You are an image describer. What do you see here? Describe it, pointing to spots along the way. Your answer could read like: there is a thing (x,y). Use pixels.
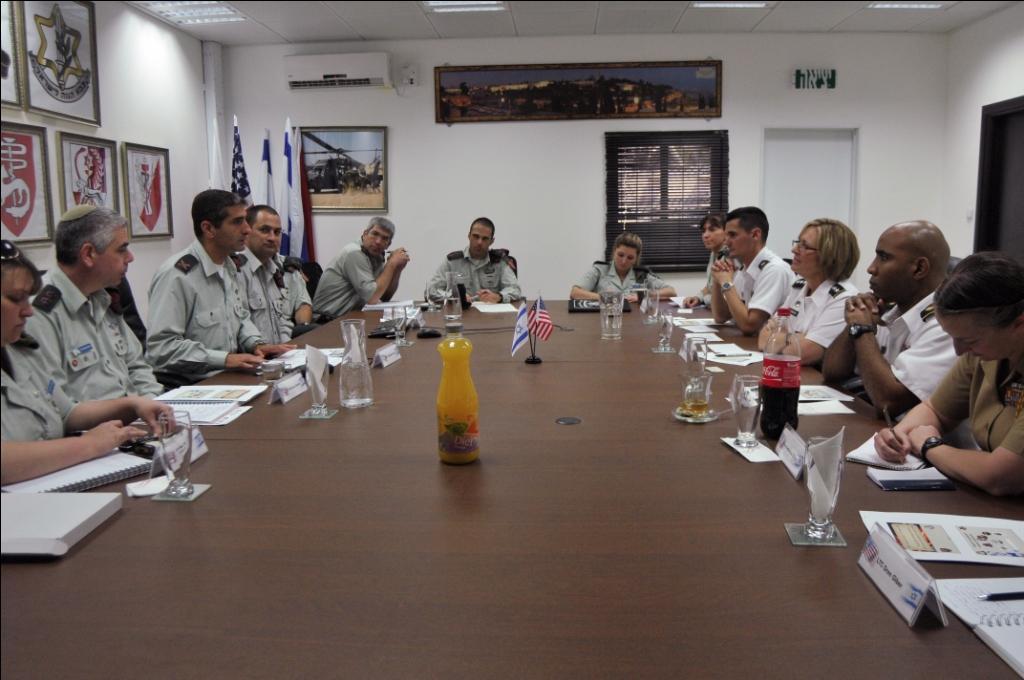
In the image we can see group of persons (63,418) were sitting on the chair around the table (511,493). On table (533,549) we can see bottle (778,413), flag (545,322), glasses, paper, pen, book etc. And back we can see wall (84,133), frames (87,148), flags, photo frames (453,99), window (672,176), door (796,182), Ac (332,72) and few more objects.
